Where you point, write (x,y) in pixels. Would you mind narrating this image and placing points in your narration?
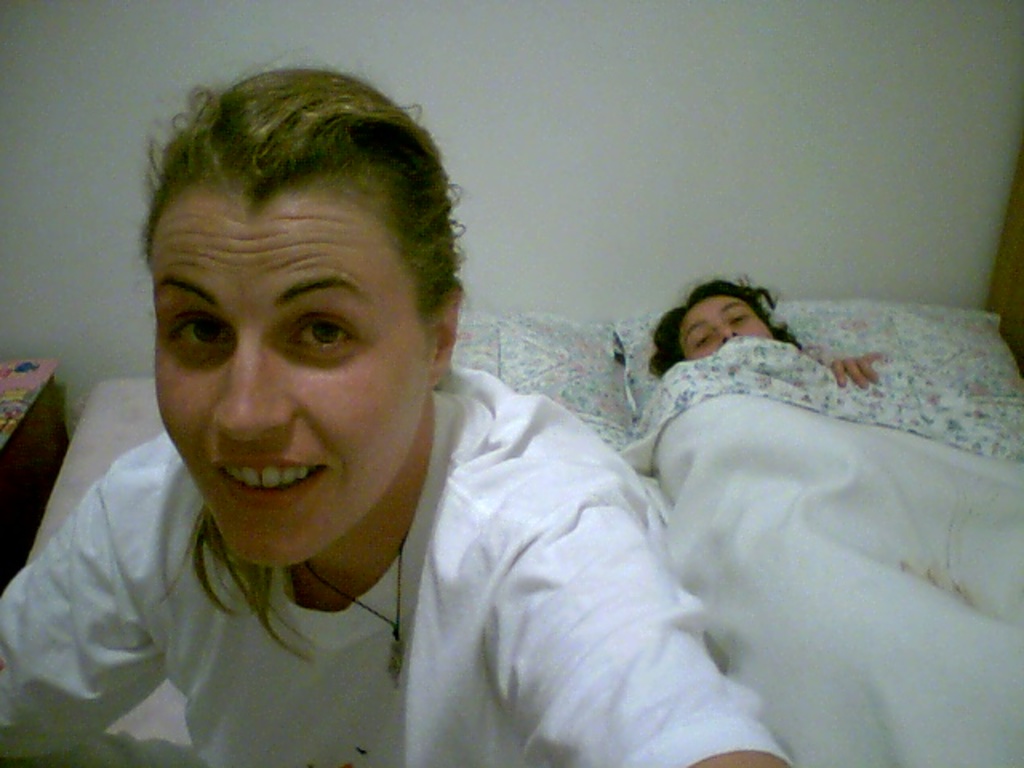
In the image we can see in front (345,351) there is a woman (454,605) sitting on the bed (770,632) and there is other person (814,501) is lying on the bed (836,590). There are pillows (608,399) and blanket (770,637) on the bed (855,648). Behind there is a wall (690,151) which is in white colour.
